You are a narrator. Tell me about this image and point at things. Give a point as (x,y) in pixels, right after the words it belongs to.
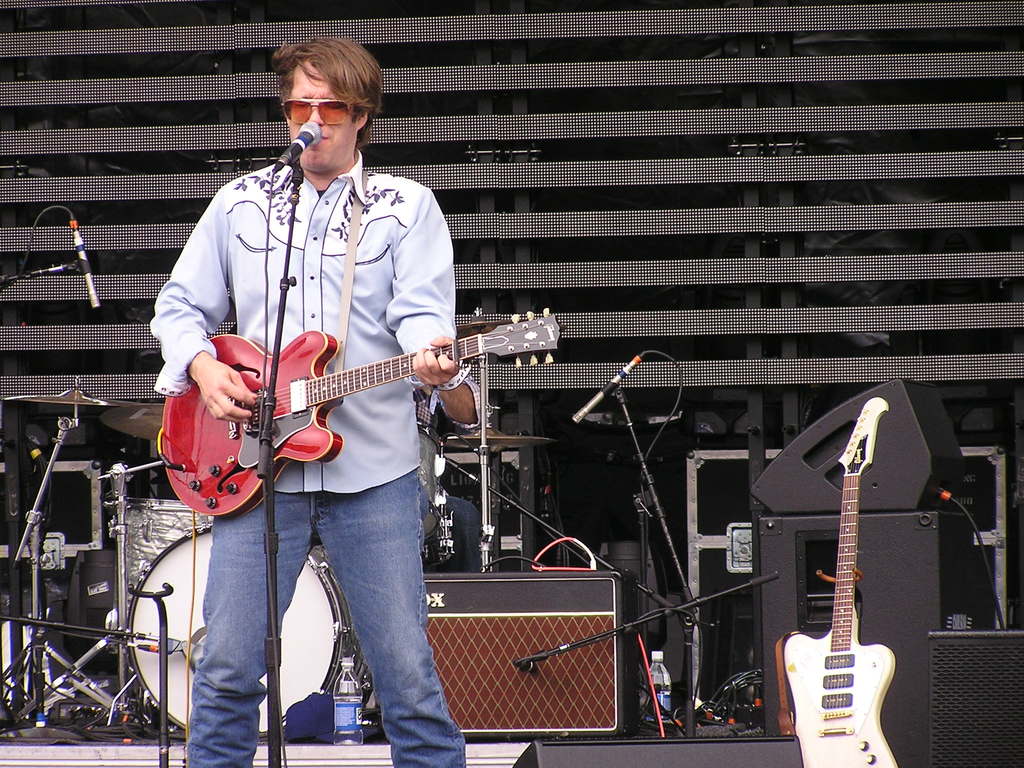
The picture is clicked in a concert. There is a man (313,285) standing. He is wearing a blue shirt (372,313) and a jeans (370,554). He is playing guitar (309,382) and also singing. In the background (141,621) there is a band (144,549) with all instruments (851,546) and speakers (614,640).
